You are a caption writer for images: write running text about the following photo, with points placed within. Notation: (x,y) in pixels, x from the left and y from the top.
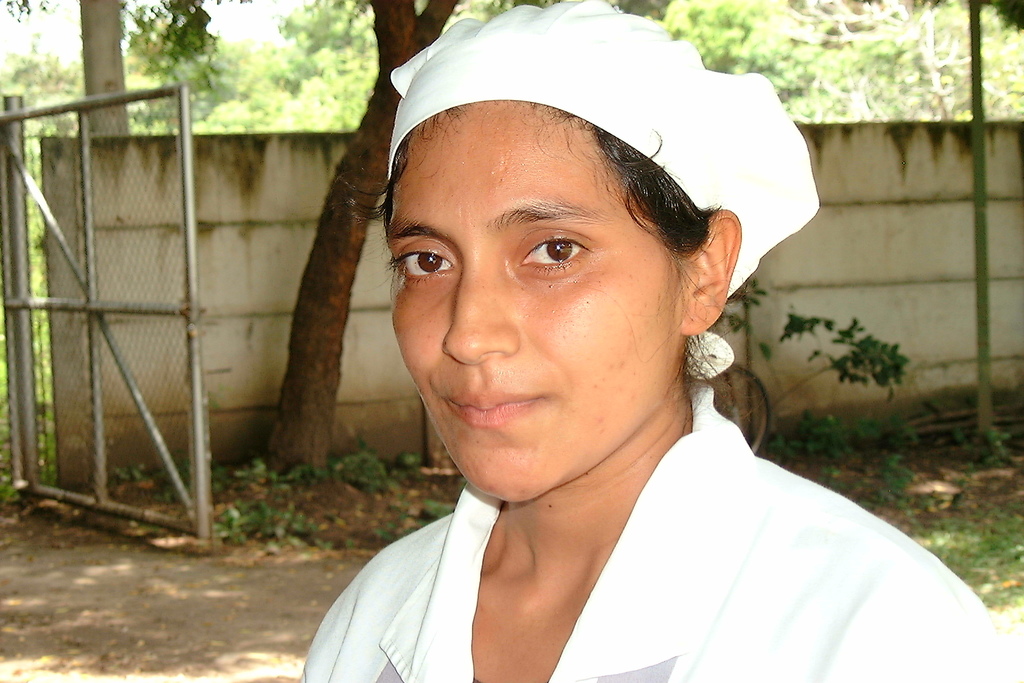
In this image we can see a woman (481,165) and behind her we can see trees (216,56), plants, wall (268,278) and metal object (179,358).
